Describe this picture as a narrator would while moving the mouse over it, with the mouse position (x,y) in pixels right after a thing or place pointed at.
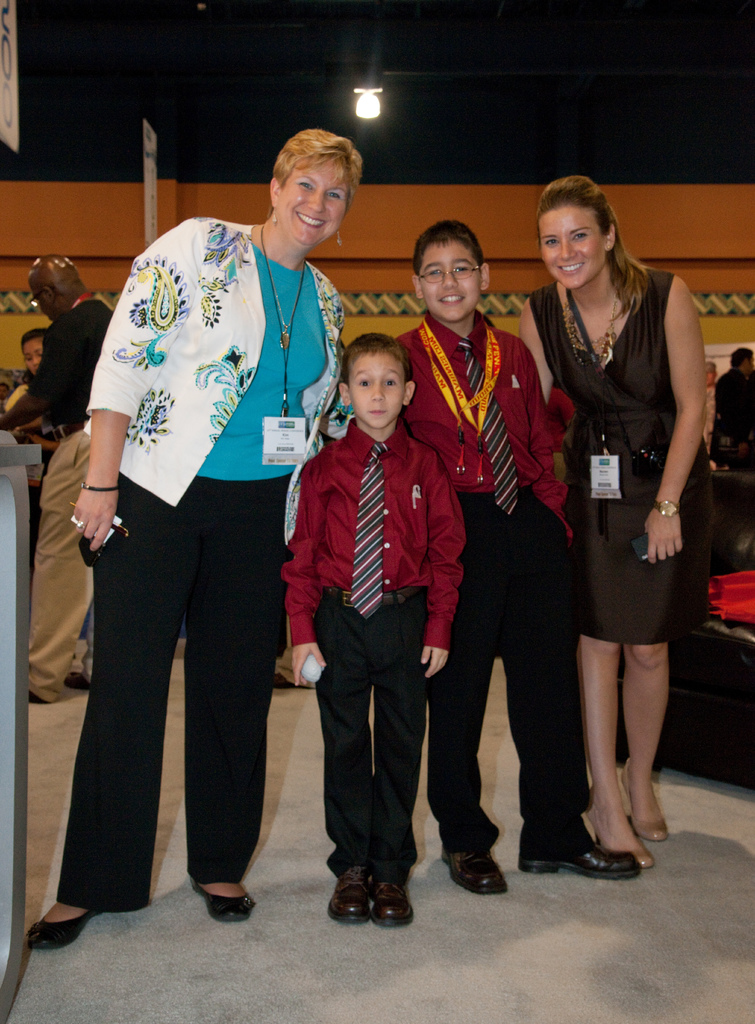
In this picture I can observe four members (473,311). Two of them are women (570,242) and remaining two are children (451,545). Three of them are smiling. In the background (70,349) I can observe some people (24,345) standing on the floor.
